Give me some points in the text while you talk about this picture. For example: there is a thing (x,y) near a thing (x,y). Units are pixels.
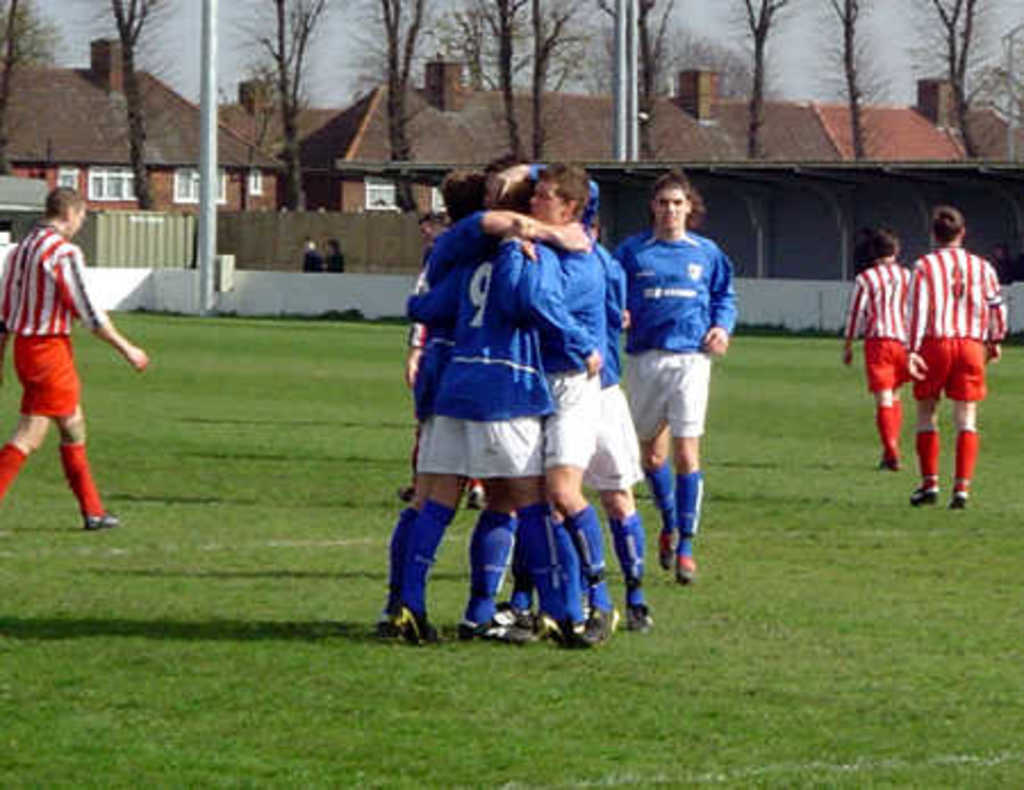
In this picture there is a group of players (459,375) wearing blue color t-shirt (512,278) and shorts (506,462) holding each other. Beside there are three players (952,341) who are wearing red color t-shirt (866,325) and walking on the ground (709,425). Behind there are some brown color shade houses (552,148).
